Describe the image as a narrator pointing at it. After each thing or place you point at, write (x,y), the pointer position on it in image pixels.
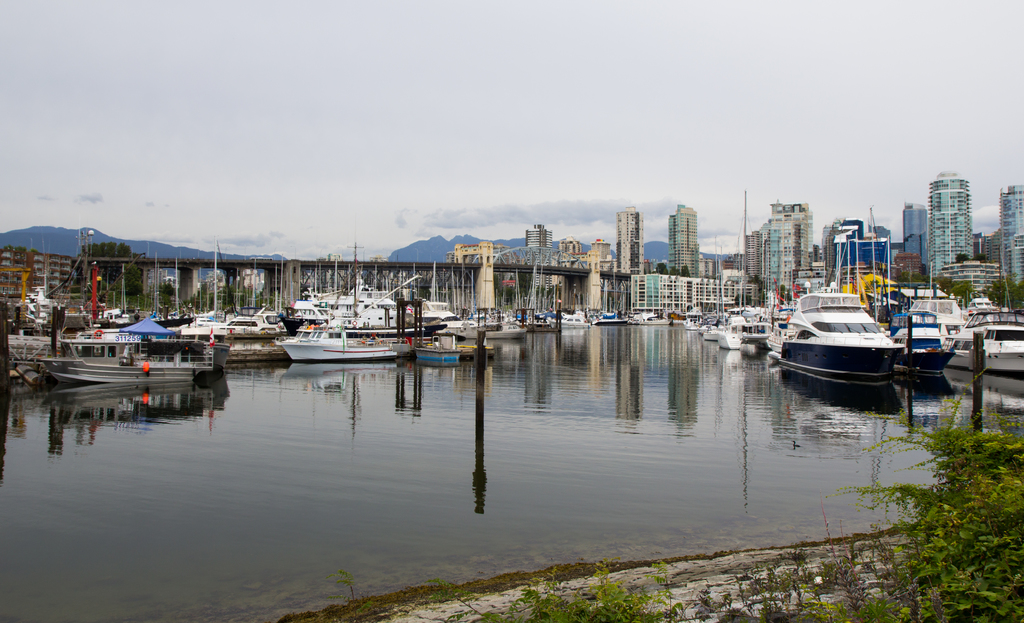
This is an outside view. At the bottom of the image (952,583) there are some plants (913,585). Here I can see the water (360,452), it is looking like a sea (207,431). There are many ships (872,364) on the water (486,384). In the background (598,259), I can see the buildings (908,223) and on the top (341,109) I can see the sky (378,113).
